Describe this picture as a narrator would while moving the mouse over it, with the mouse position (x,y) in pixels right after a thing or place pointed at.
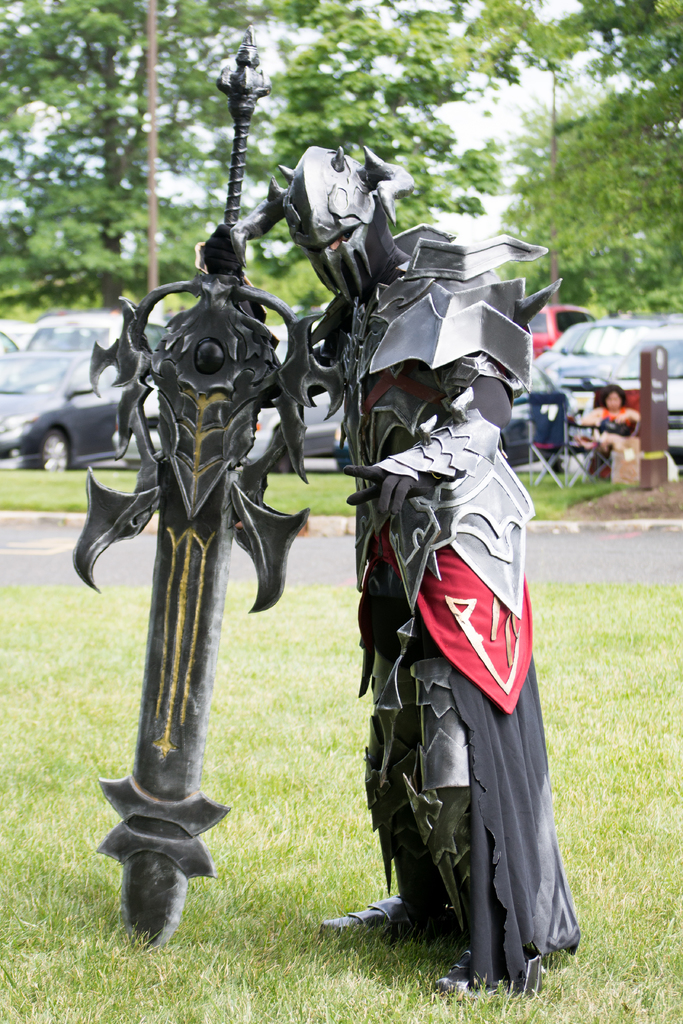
In this picture I can see a person (456,401) who is wearing black color costume (397,423) and I can see that person (383,338) is holding a sword (186,536) and standing on the grass (597,877). In the background (40,573) I can see the road (312,554), few cars (19,428), another person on the right side of this picture (577,431) and on the top of this picture (228,179) I can see the trees (312,135).
